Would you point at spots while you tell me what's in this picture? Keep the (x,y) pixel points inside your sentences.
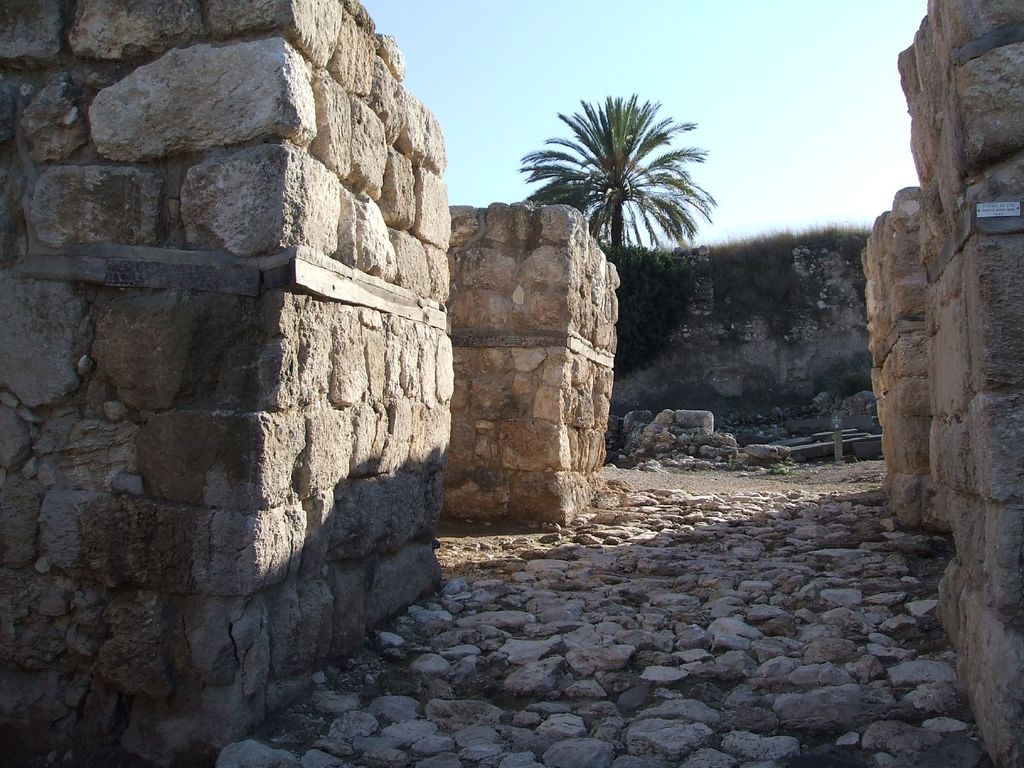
In this picture we can see a path (741,497). There is a stone wall (383,192) on the right (974,448) and left side of the image (246,543). We can see some grass (729,277) on the wall (811,259) at the back (757,271). There is a tree (617,225) visible in the background (668,168). Sky (548,65) is blue in color.
